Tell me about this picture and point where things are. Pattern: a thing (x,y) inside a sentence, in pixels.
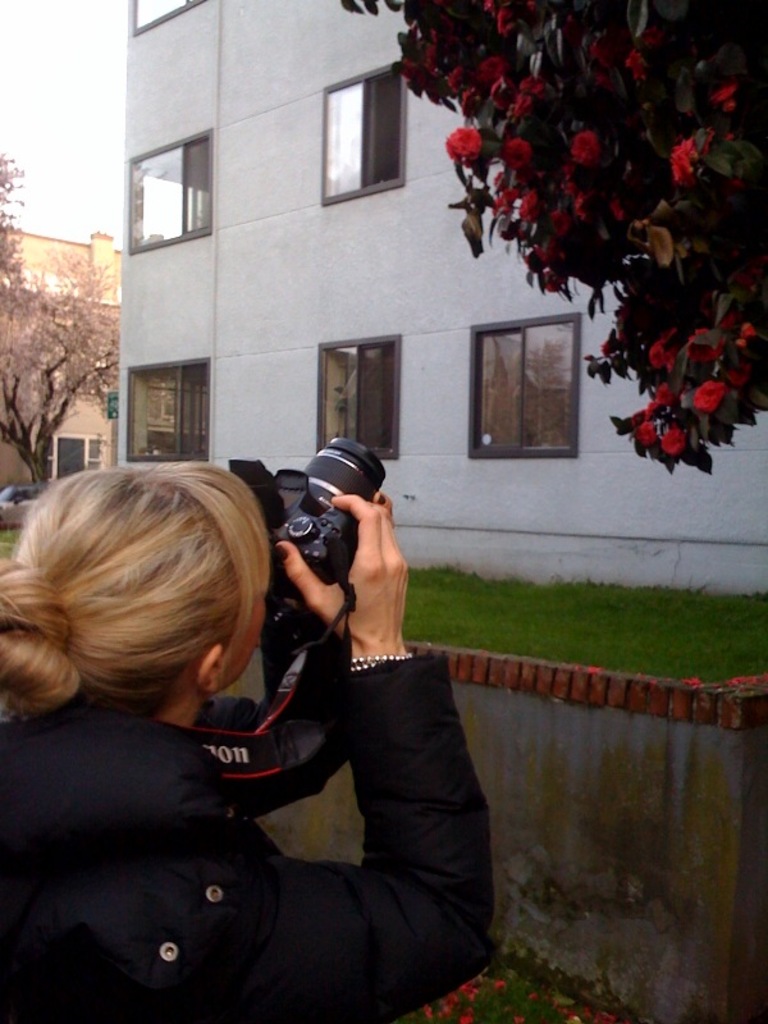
In this Image I see a woman (464,799) who is holding a camera (227,746) and I see 2 trees (20,440) and on this tree (739,57) I see flowers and I can also see that there is a wall (745,992), grass (740,629) and buildings (445,450).
